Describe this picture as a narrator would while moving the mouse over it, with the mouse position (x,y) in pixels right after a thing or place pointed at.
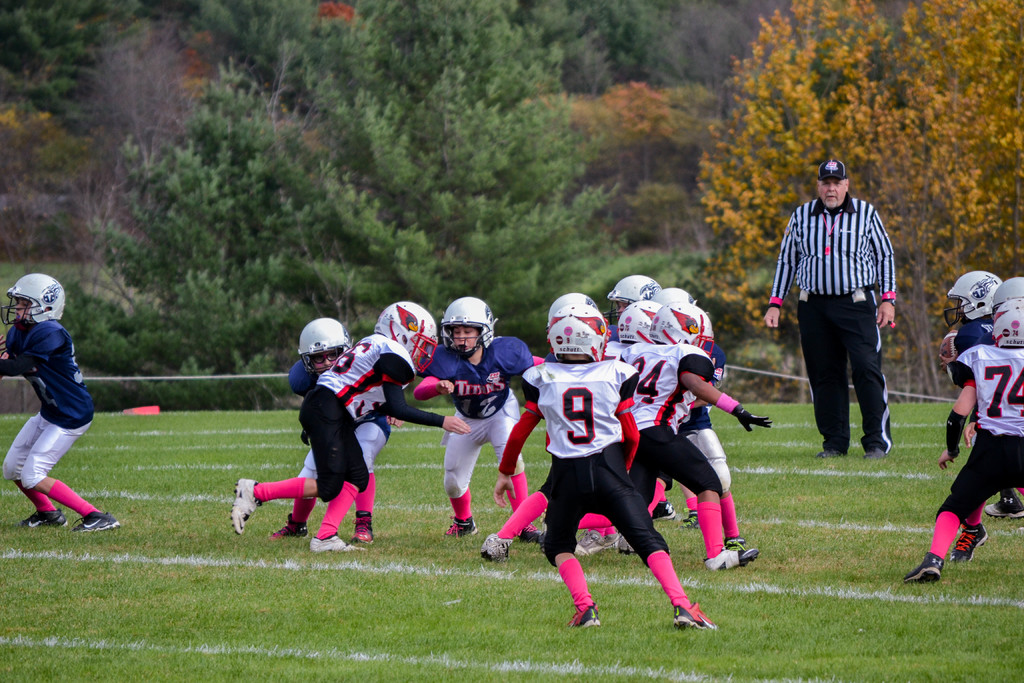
In this image we can see people (67,417) playing on the ground (442,491). In the background (828,258) there is a referee (825,271) and trees (378,171).
